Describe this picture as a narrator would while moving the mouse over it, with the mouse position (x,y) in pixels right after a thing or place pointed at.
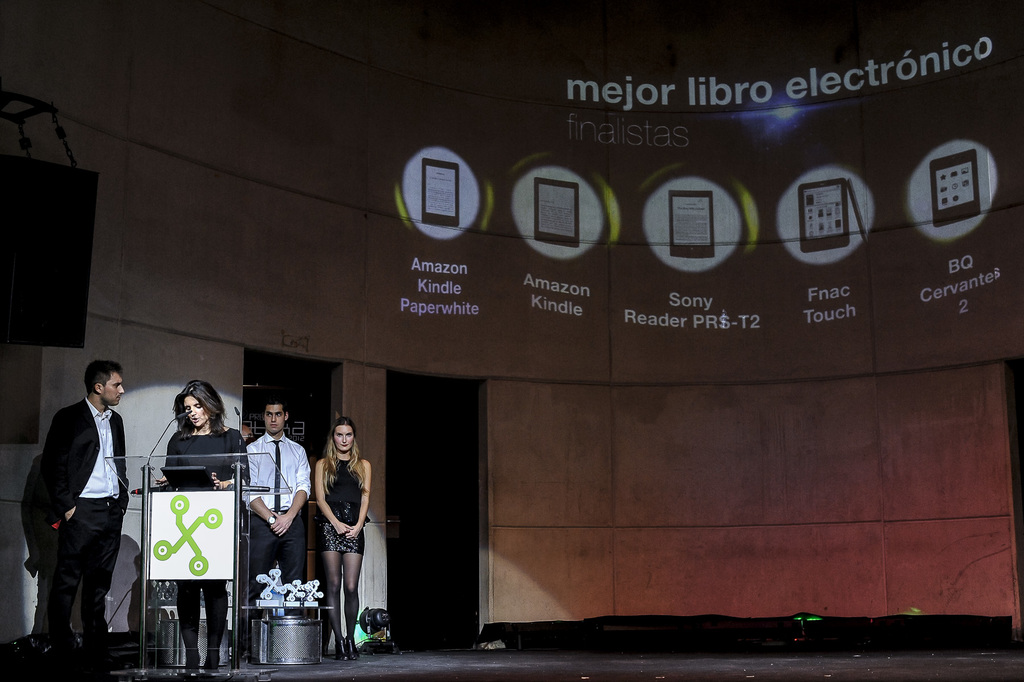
In the image there are four people (184,445) standing on the left side (316,493) and among them one woman (170,458) is giving the seminar and in the background (446,221) there are some picture (694,271) of the gadgets (576,199) being displayed and there are also the names (697,309) of the gadgets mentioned below.
